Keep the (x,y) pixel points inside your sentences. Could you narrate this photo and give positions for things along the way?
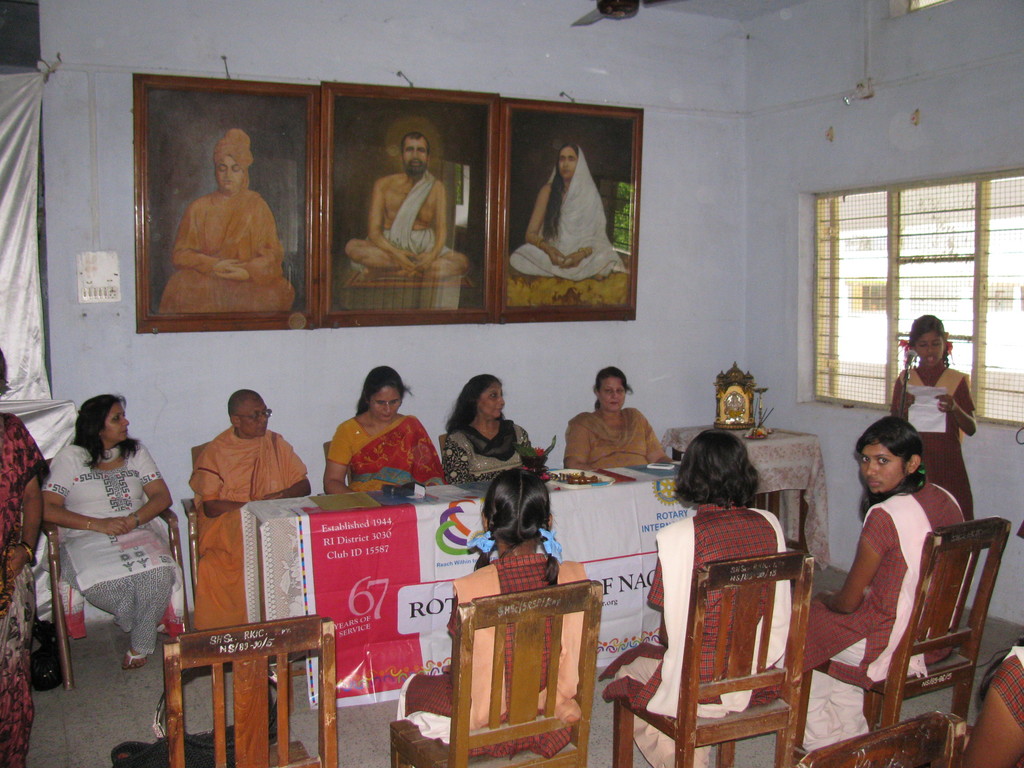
We can see frames (546,181) on a wall (689,176). this is a fan (623,9). We can see one girl (929,357) standing near to the window (950,302) holding a paper (922,401) in her hand (950,401) and reading. Here we can see women (607,424) and students (818,603) sitting on chair (468,613) in front of table (657,496). This is a floor (82,683). At the left side of the picture (37,280) we can see a white colour cloth (30,192) tied to a wall (79,178).
